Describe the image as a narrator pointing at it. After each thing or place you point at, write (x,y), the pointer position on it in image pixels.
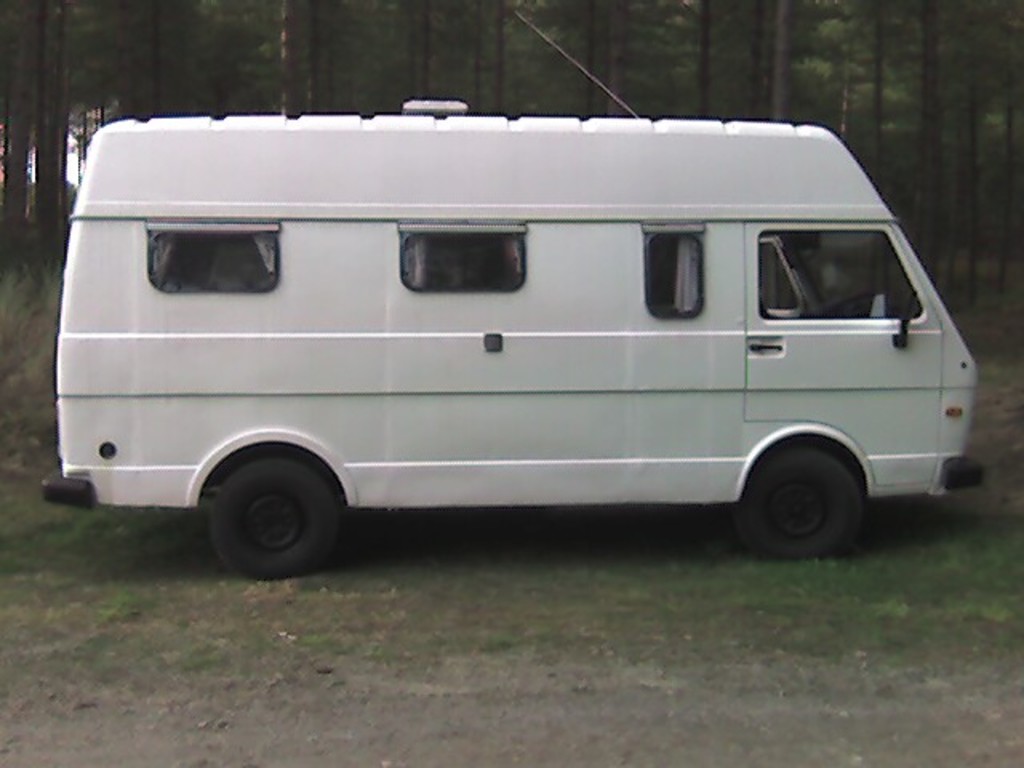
In this image we can see there is a vehicle (524,492) on the ground (681,623). And there is a grass (932,583). At the back (502,80) there are trees (795,99).
